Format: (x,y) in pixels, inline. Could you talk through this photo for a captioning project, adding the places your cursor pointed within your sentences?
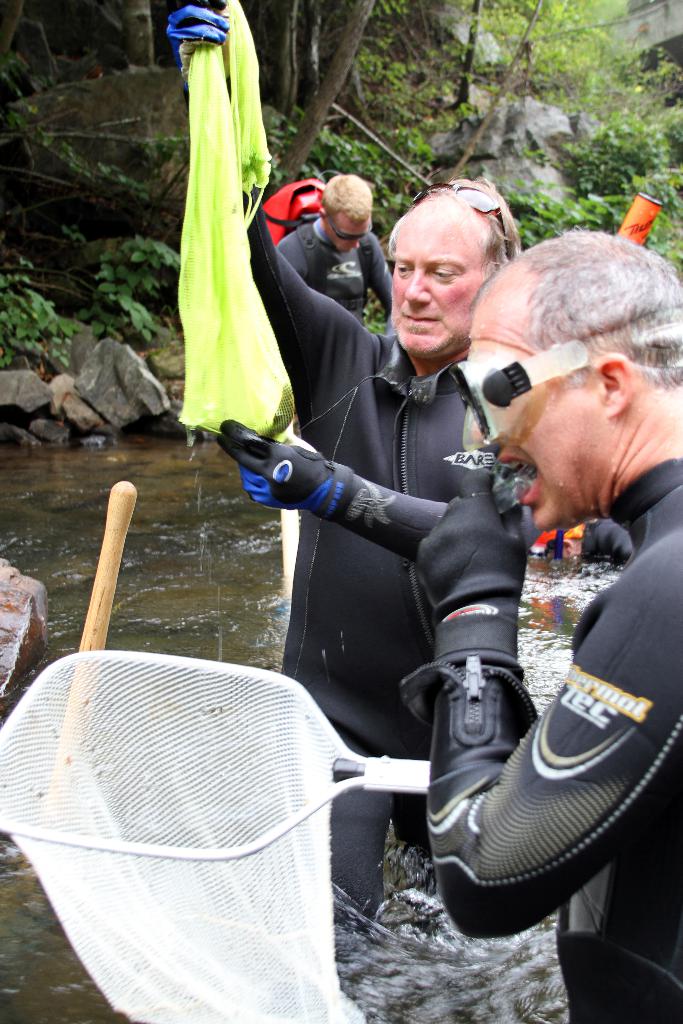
In this image, we can see few people (301,622). Here two men (446,605) are holding some objects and standing. At the bottom (424,966), we can see water (389,951). Background (372,171) there are few trees (135,41), plants (677,233) and stones (530,167).
